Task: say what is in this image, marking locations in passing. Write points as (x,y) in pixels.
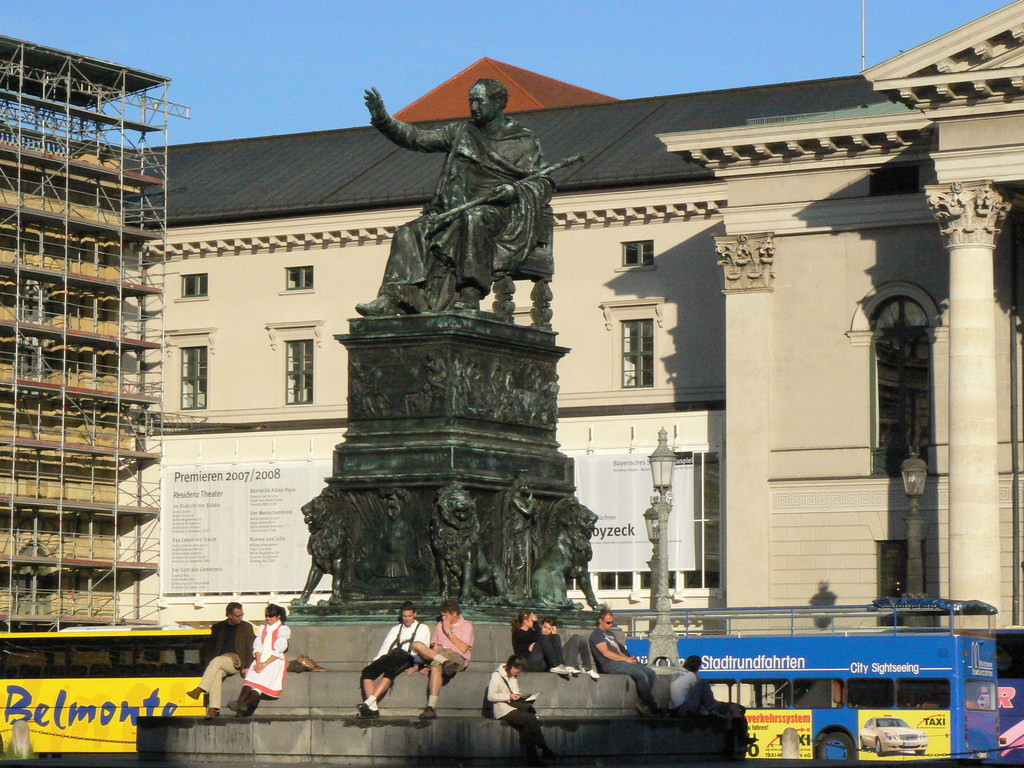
This image consists of a statue (471,188). At the bottom (252,629), there are people (233,626) sitting on the steps (371,730). In the background (48,685), there are buses (38,711) and buildings (717,407). At the top (298,81), there is a sky (233,70).
